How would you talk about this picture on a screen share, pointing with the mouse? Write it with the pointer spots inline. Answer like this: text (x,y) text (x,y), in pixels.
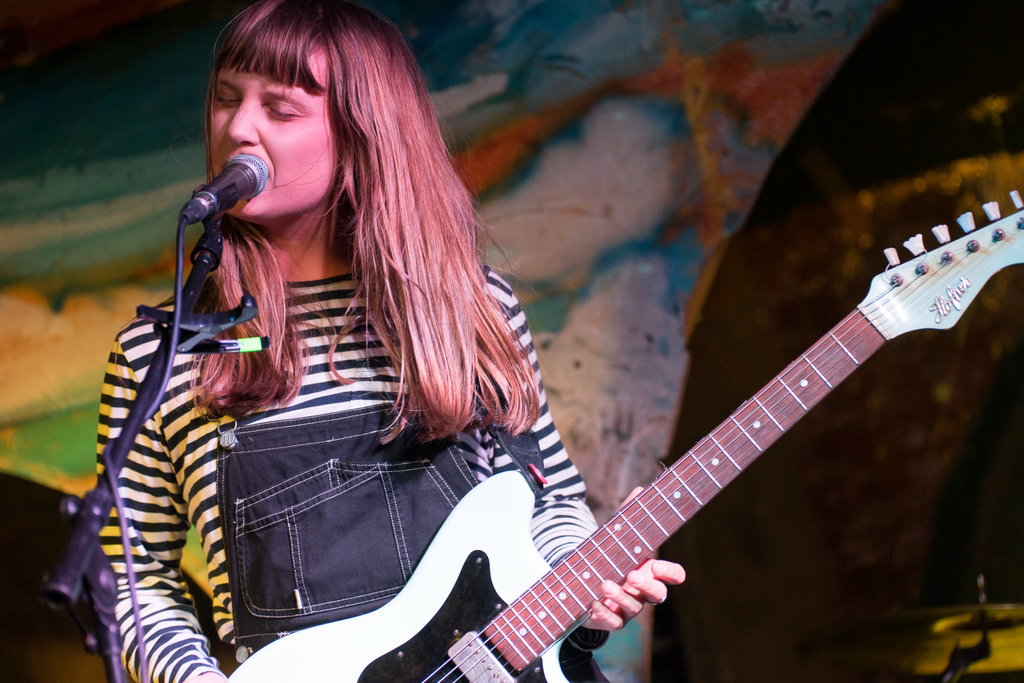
There is a girl (329,395) singing a song using a mike (212,204) and here is a mike stand (103,637). And this girl (352,593) is playing guitar (679,497). She is wearing a jumpsuit dress (286,459) and she has a very long hair (396,290).
